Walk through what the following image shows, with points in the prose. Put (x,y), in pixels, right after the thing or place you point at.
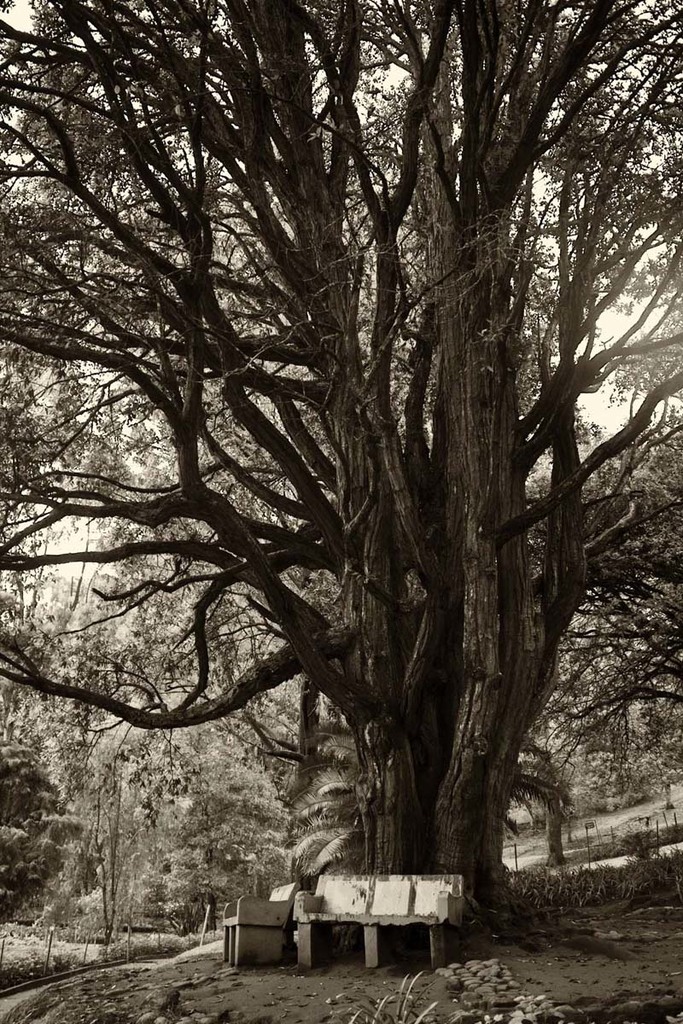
In this image in the middle (278,515), there are trees (368,440). At the bottom (409,975) there are benches (392,924), plants (585,893), land (545,961). At the top (610,329) there is sky (618,327).
